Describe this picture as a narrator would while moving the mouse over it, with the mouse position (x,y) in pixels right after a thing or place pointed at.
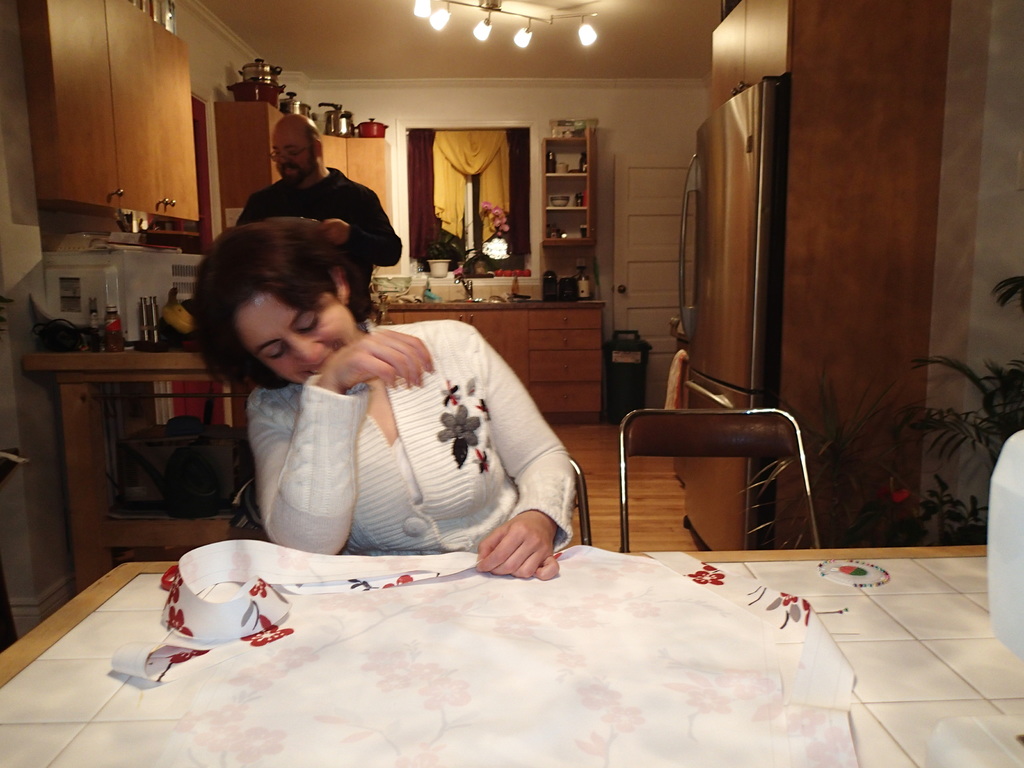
In the image there is a woman (341,437) sit chair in front of table (810,574), this seems to be kitchen room (22,603). On ceiling (533,43) there are lights (593,37). Behind her there is a man (323,182).
